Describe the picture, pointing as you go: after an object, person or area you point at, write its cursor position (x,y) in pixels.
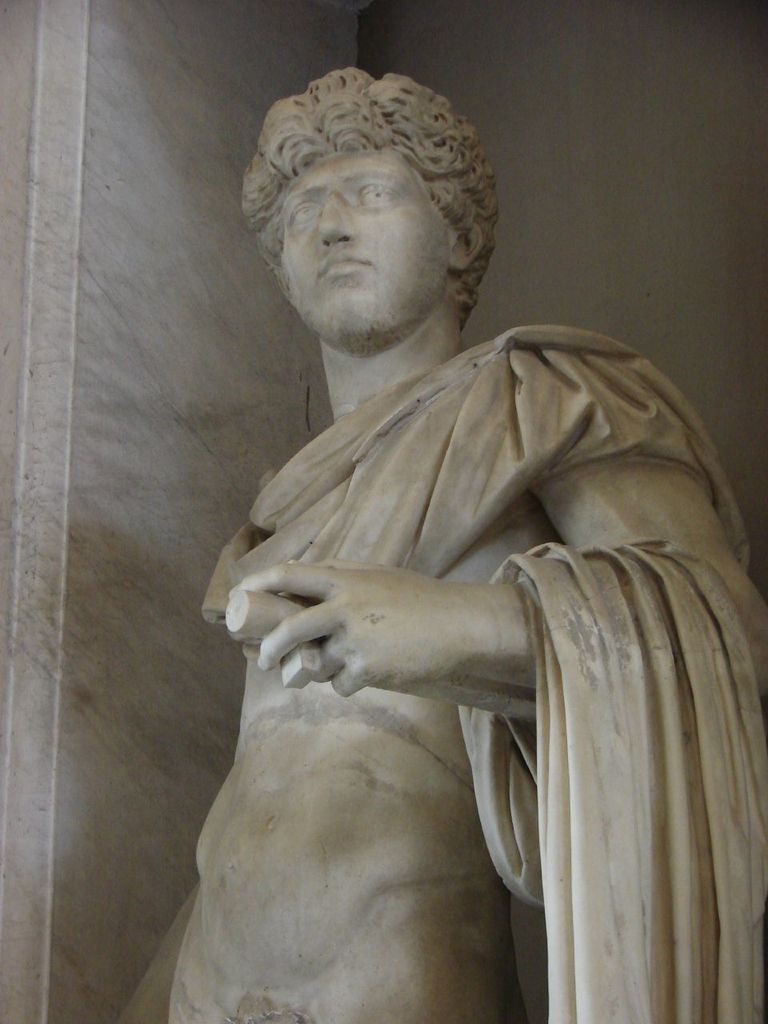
In this image we can see the statue (409,270) and wall (135,110).
